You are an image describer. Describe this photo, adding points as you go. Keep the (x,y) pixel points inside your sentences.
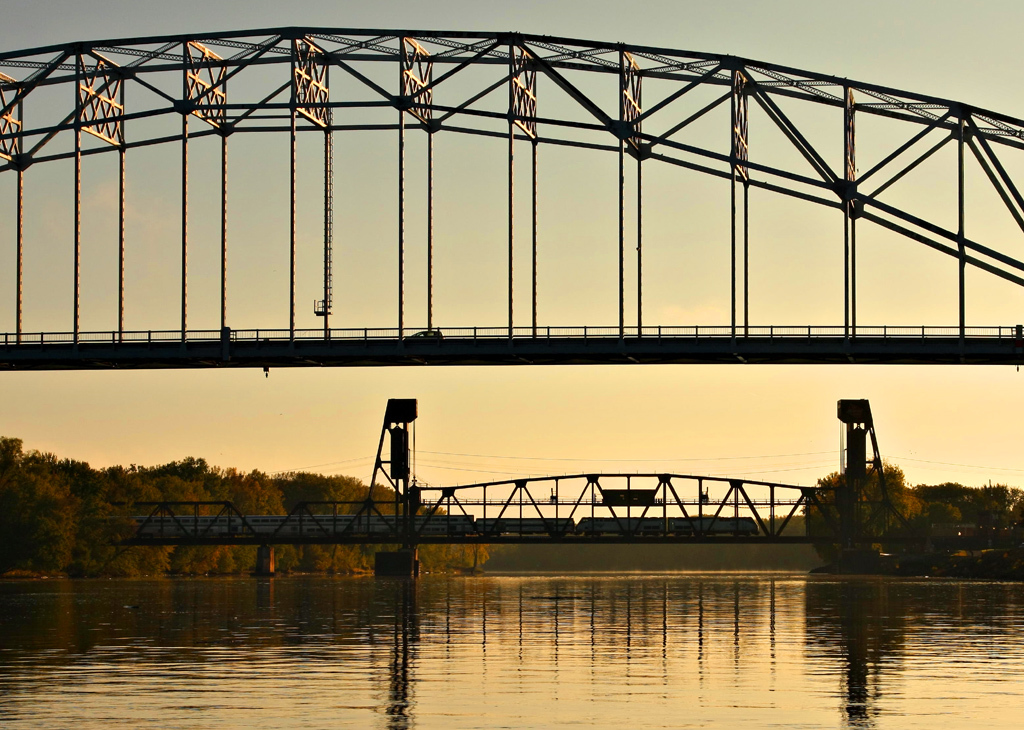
At the bottom of the image (388,630) we can see water (599,615) and there are bridges (283,538). In the background (470,453) there are trees (950,490) and sky (532,401).
